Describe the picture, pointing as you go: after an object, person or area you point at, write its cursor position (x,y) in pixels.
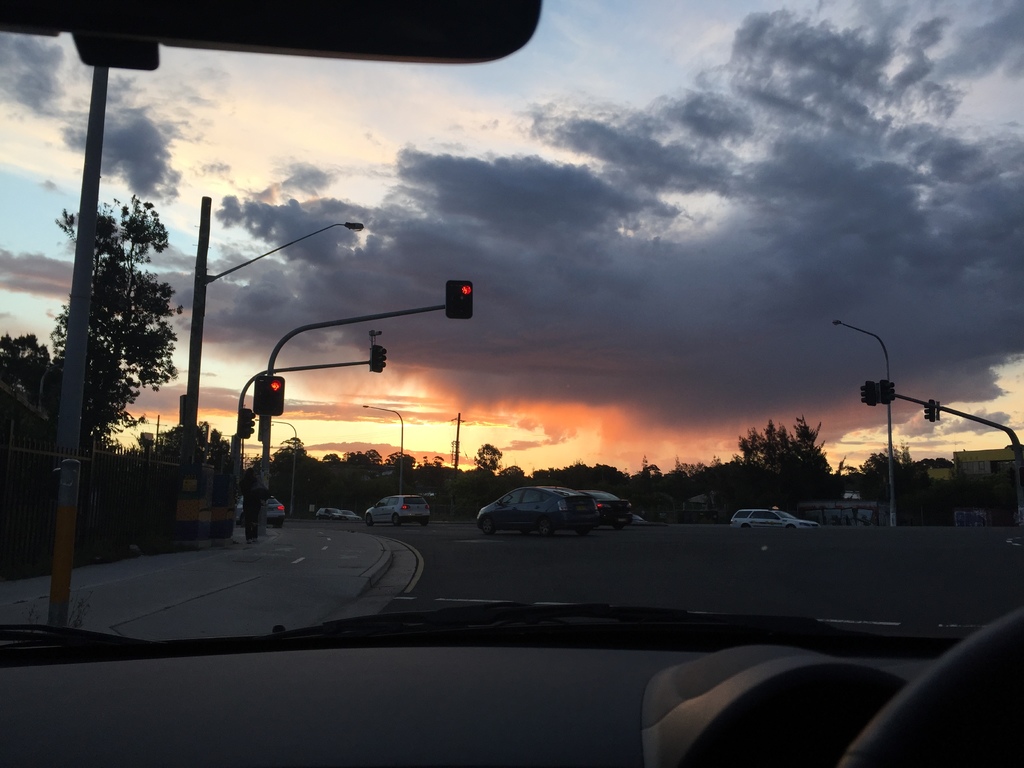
This image is taken through the windshield (915,630) of a car (507,654), where we can see vehicles (401,519) moving on the road (542,571), a side path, traffic signal poles (269,374), street light poles (187,411), trees (130,306), sky (583,42) and the cloud (714,293) in the background (697,336).
